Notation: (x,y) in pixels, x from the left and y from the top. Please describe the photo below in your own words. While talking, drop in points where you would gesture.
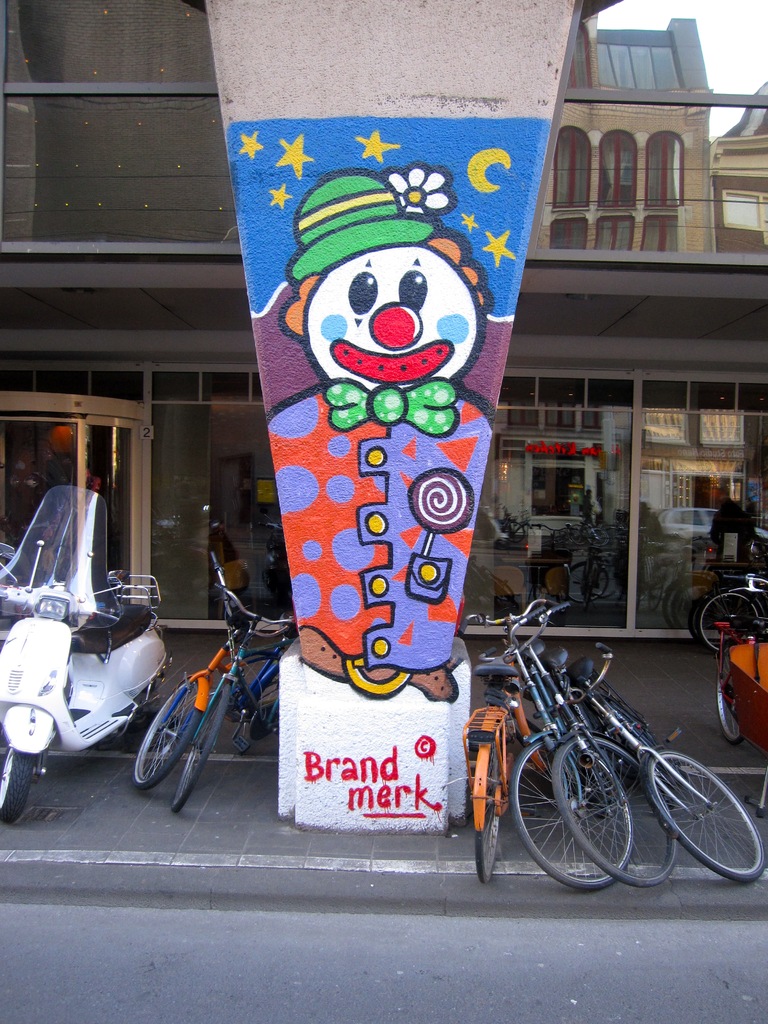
In this image there is a building (701,281), in front of the building (670,567) there is a pillar (372,589) with some images (372,386) and text (362,780). On the either sides of the pillar (302,739) there are bicycles (578,735) and few vehicles (43,663) are parked. In the background (725,25) there is the sky (710,53).
